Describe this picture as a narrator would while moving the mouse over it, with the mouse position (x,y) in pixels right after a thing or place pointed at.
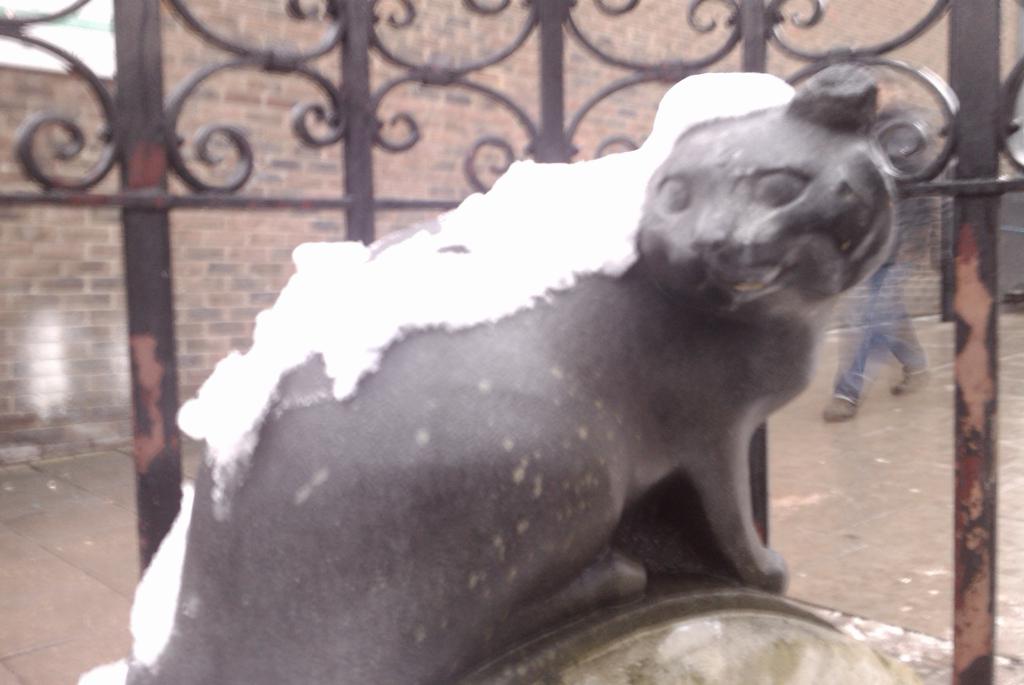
In this image there is a sculpture (626,298) of an animal (582,407) truncated towards the bottom of the image (377,599), there is an object (723,100) on the sculpture (697,131), there is an object (645,648) truncated towards the bottom of the image (762,664), there is fencing (153,110) truncated towards the top of the image (140,104), there is fencing (83,138) truncated towards the left of the image (29,120), there is fencing (951,136) truncated towards the right of the image (939,53), there is a person (872,312) walking, there is wall (452,124) truncated towards the top of the image (536,38), there is wall (36,307) truncated towards the left of the image (24,284), there is wall (1002,259) truncated towards the right of the image (1010,67), there is an object (92,55) truncated towards the top of the image (74,37).
